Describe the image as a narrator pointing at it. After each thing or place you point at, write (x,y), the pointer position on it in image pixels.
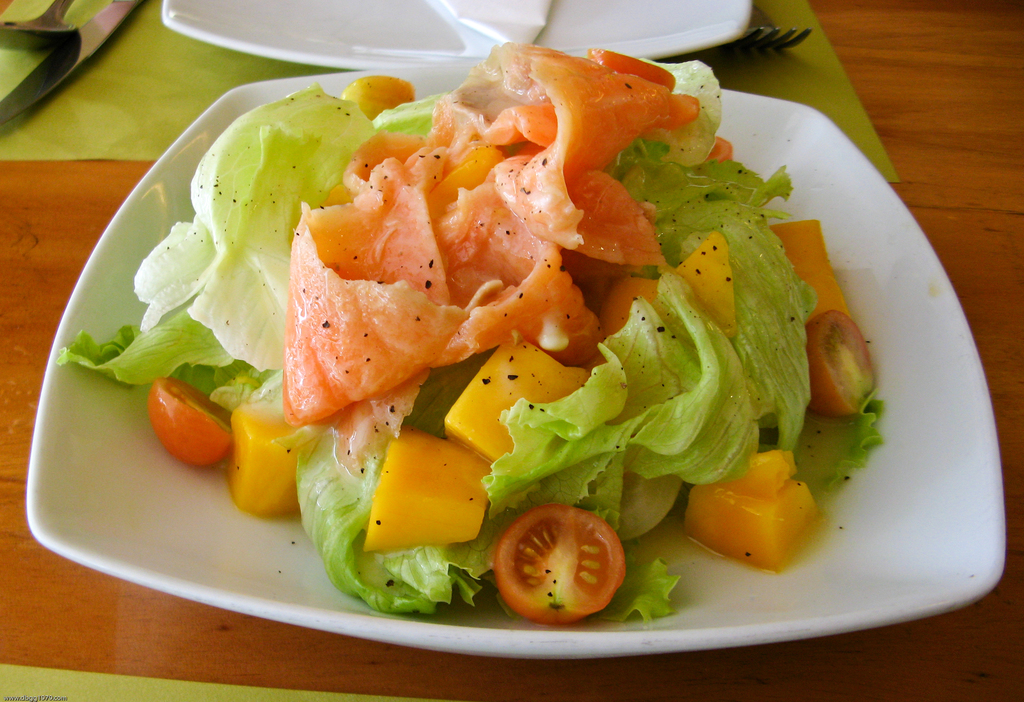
In this image we can see salad (522,469) is kept on the white color plate (183,501) which is placed on the wooden surface (956,161). Here we can see another plate (647,50), fork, knife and spoon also kept on it.
